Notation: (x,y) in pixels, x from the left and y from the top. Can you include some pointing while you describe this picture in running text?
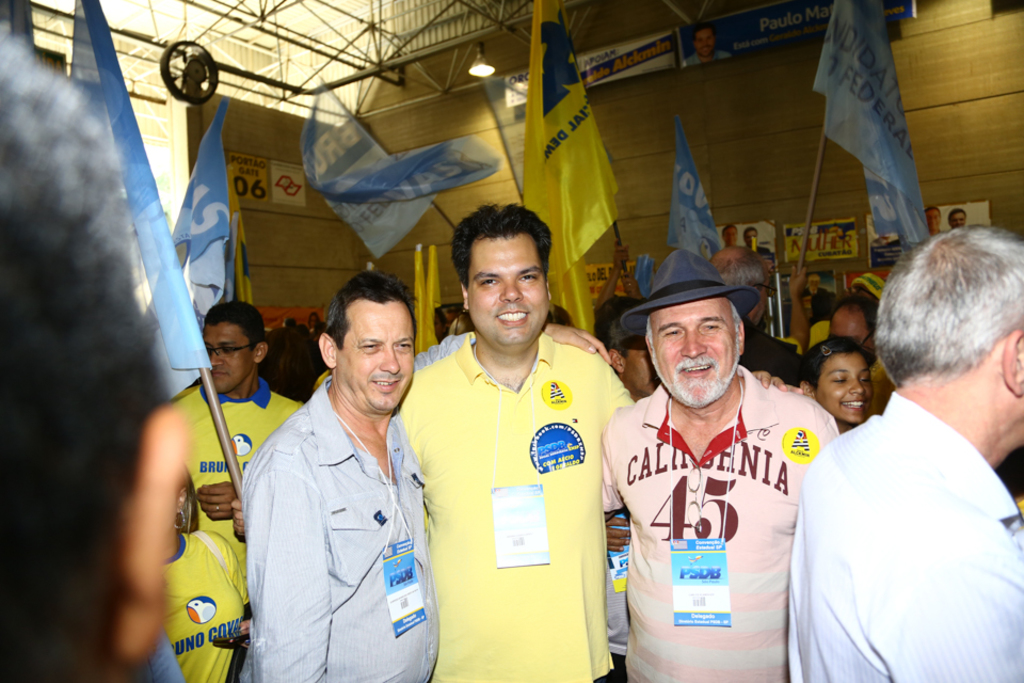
In this image in the front (370,417) there are persons (466,443) standing and smiling. In the background (243,363) there are persons (235,357), there are flags (208,256) and on the wall (456,210) there are posters (795,227) and there are boards (730,42) with some text (653,54) written on it.
